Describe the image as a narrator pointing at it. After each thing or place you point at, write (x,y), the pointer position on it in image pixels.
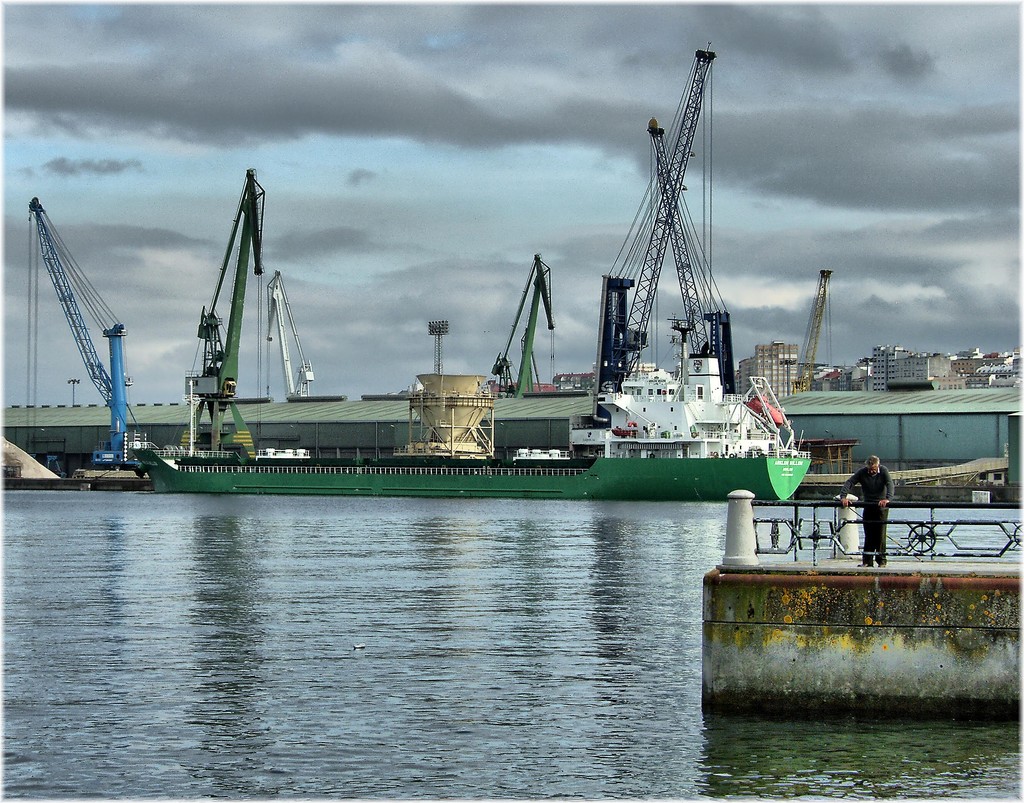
There is a person (874,542) standing and we can see ship (461,462) on the water (295,583). On the background (987,434) we can see buildings (947,438), cranes (235,390) and sky (427,269).
